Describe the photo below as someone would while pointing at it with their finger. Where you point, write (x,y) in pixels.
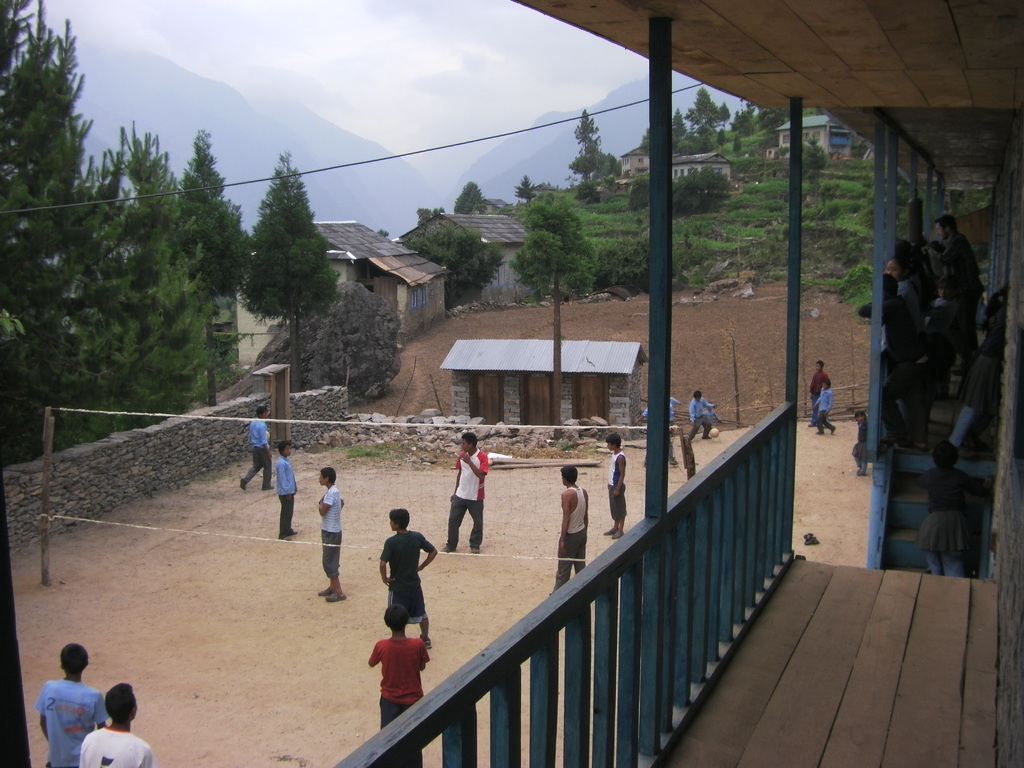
In this image we can see sky (491,96) with clouds (486,98), hills (496,149), trees (535,241), sheds (490,228), persons (480,480) standing on the ground (275,645), sports net (226,506), walls (130,466), grills (717,556) and persons (919,430) standing on the stairs (900,514).
